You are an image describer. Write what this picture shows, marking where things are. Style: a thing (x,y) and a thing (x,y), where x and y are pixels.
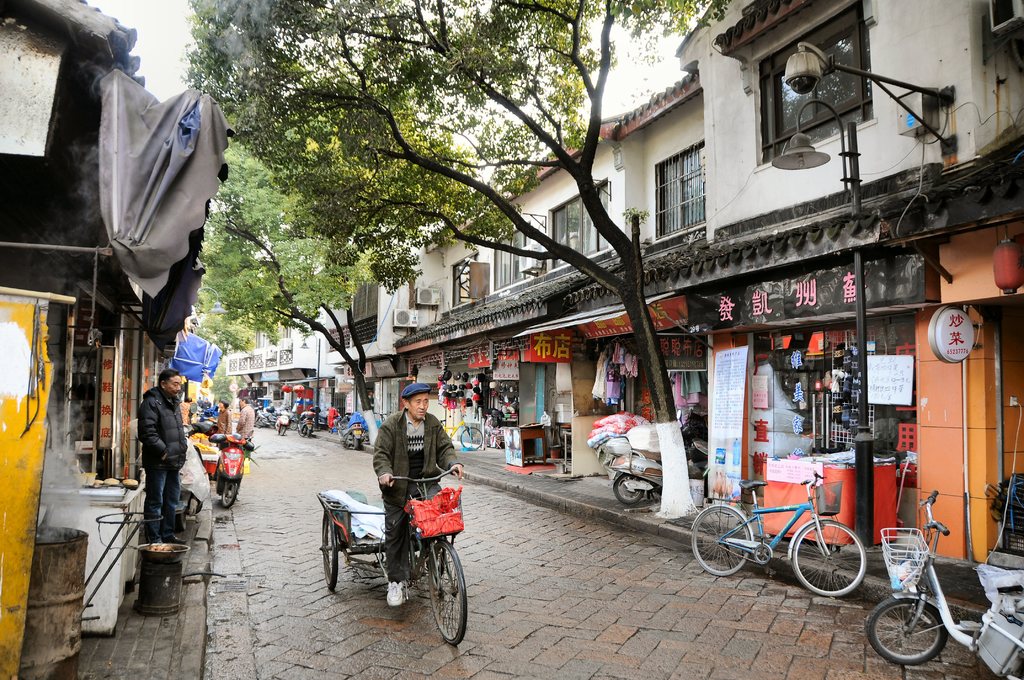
In this picture there is a old man (430,455) driving three wheel cycle (442,613) and on the right side (716,190) we can see some small shops (448,339) and roof house (606,194) with windows (691,180). On the left side (147,367) we can see some shops (76,470) and red color scooter (224,450) is parked.
